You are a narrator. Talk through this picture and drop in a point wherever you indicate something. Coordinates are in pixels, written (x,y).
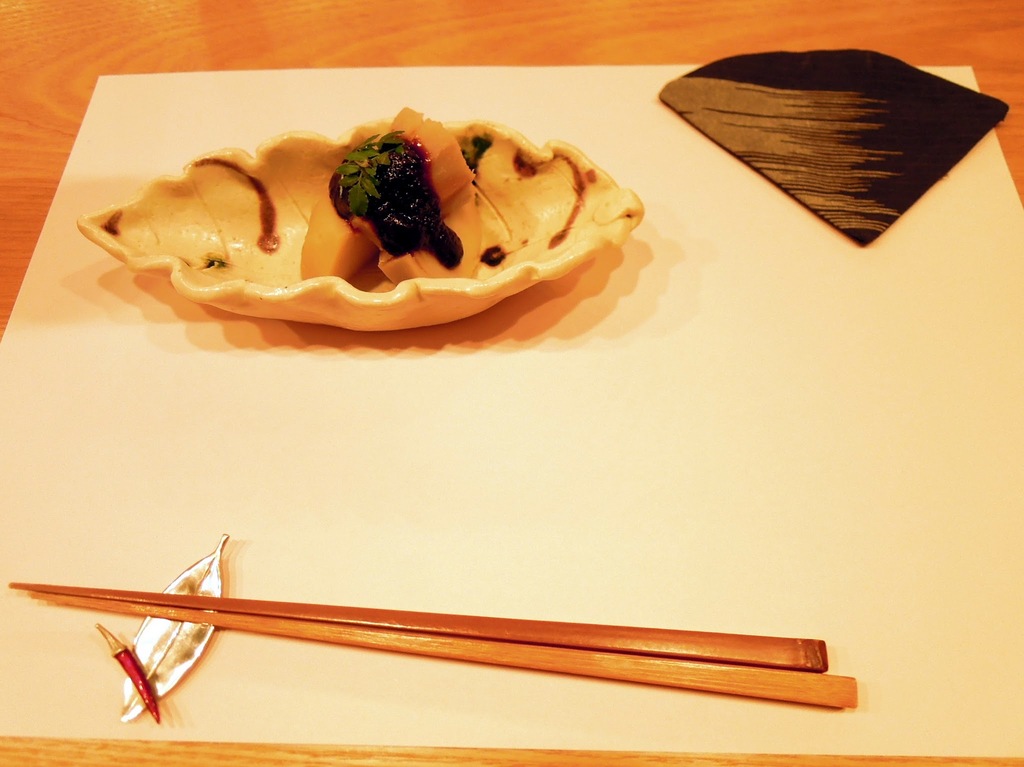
In this picture we can see chopsticks (464,636) and some food (463,215) in the plate (262,277).
